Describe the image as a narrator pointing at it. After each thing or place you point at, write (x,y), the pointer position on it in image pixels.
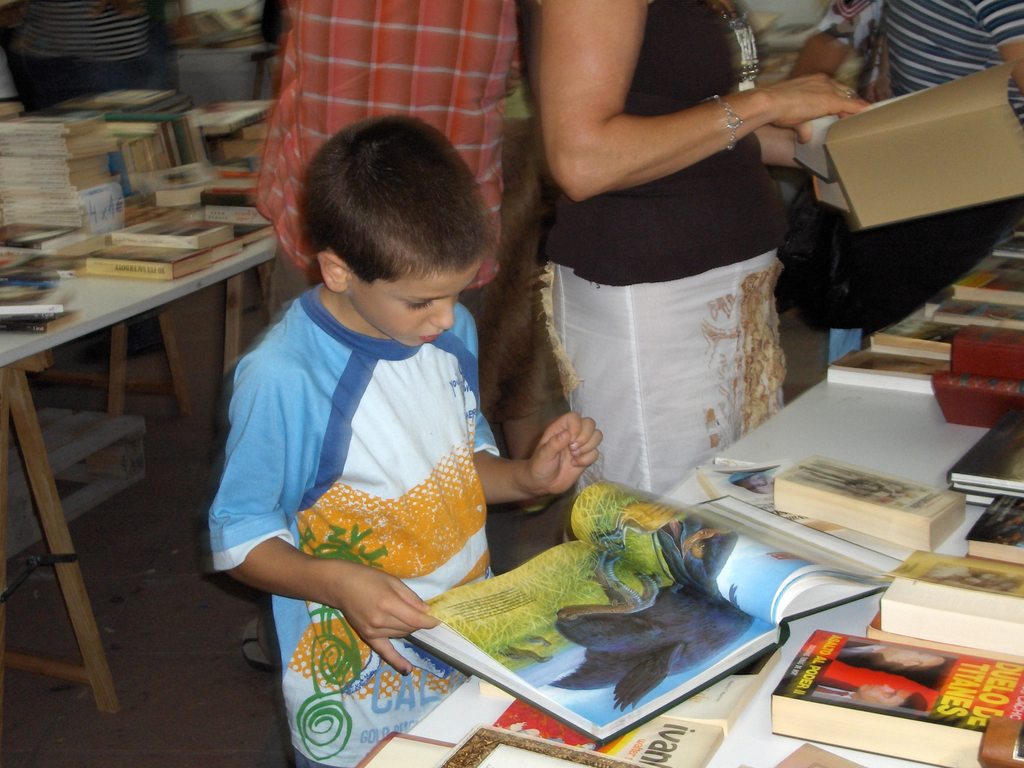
In this given picture, I can see couple of people (682,281) holding books (900,139), Behind the people (629,441), I can see couple of books (188,179) which is kept on table (102,305).
